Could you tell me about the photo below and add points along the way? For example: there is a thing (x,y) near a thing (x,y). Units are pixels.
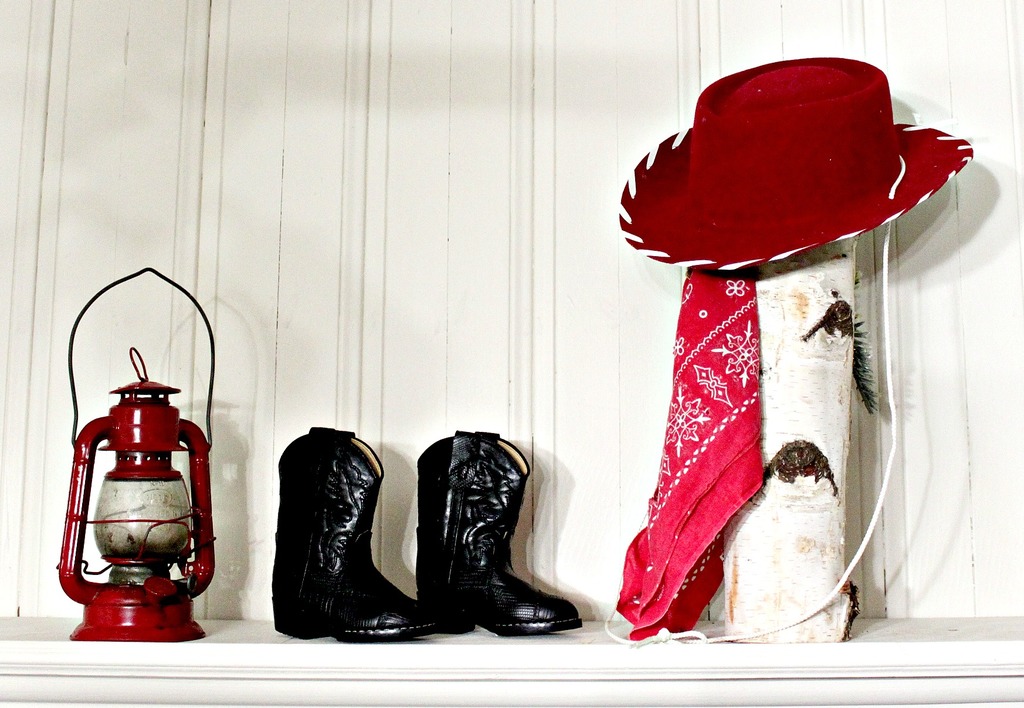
This picture is clicked inside. On the right (815,235) there is a red color hat (762,148) and a red color cloth (746,462) and we can see a white color object (809,464) and a red color lantern (126,461) and black color boots (386,580) are placed on a white color object (136,670) seems to be the table (483,650). In the background (387,90) we can see the wall (415,321).
